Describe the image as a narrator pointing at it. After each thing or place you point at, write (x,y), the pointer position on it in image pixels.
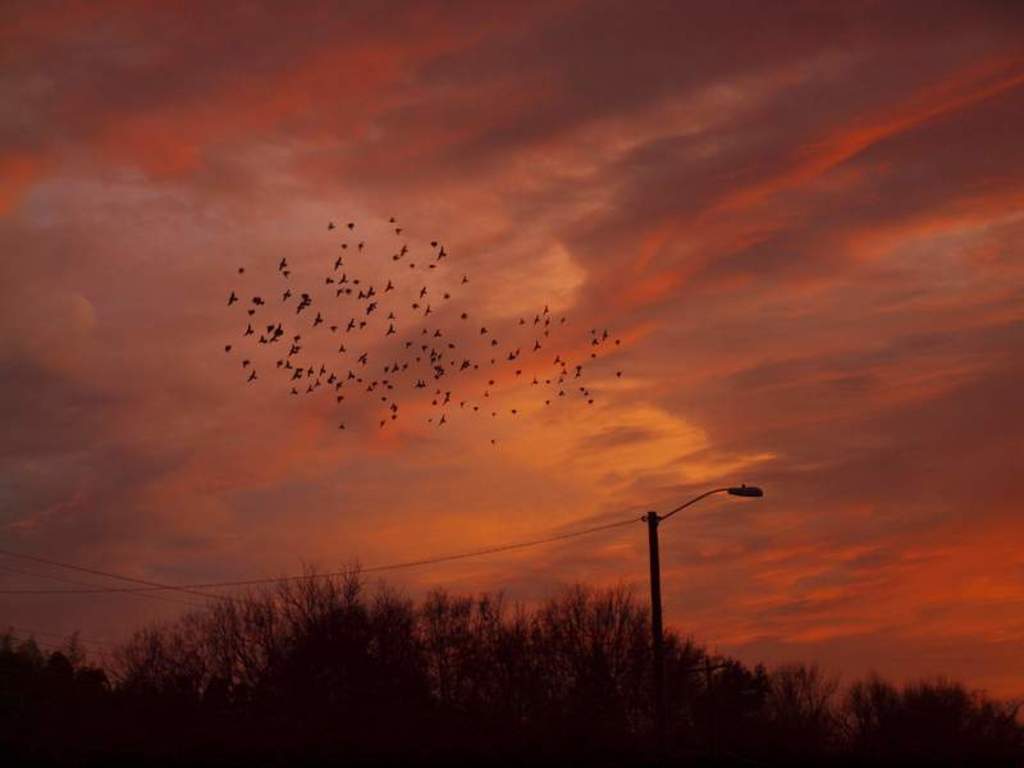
In this image there are trees (166,740), light pole (661,611) and wires (267,581), at the top (499,27) there is the sky (751,396) and birds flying in the sky (424,410).
